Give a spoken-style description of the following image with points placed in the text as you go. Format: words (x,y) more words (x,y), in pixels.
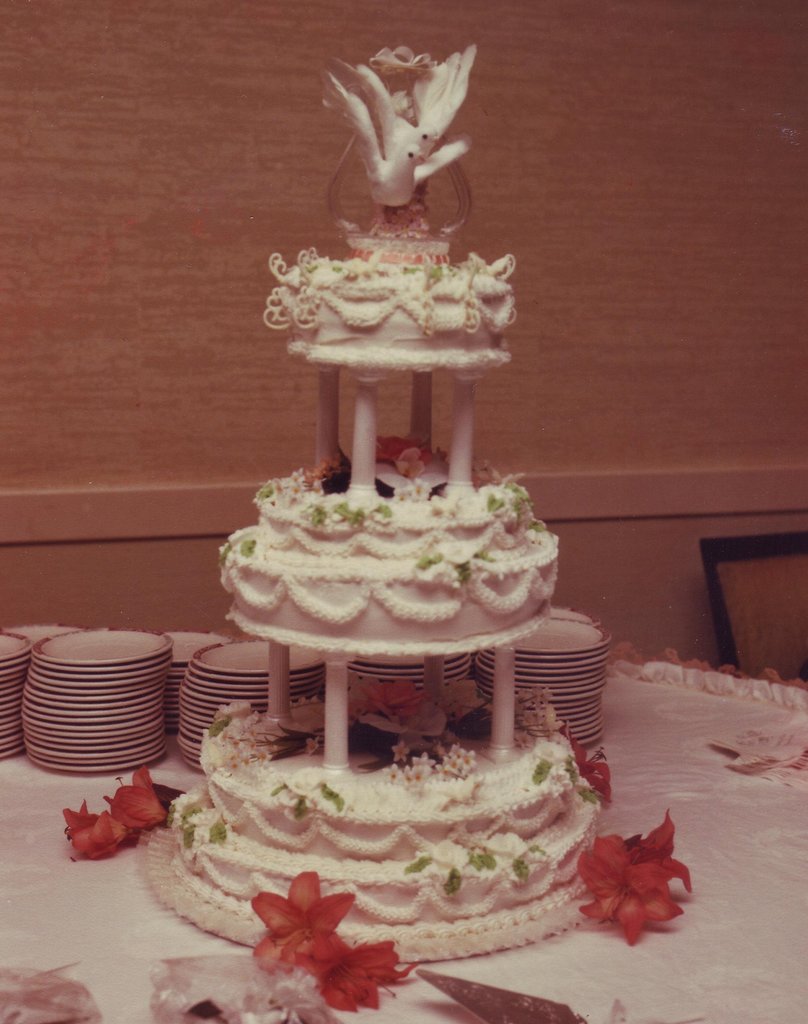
In this image I can see a cake (527,764) on a table (634,699) and here I can see number of plates (6,736).
